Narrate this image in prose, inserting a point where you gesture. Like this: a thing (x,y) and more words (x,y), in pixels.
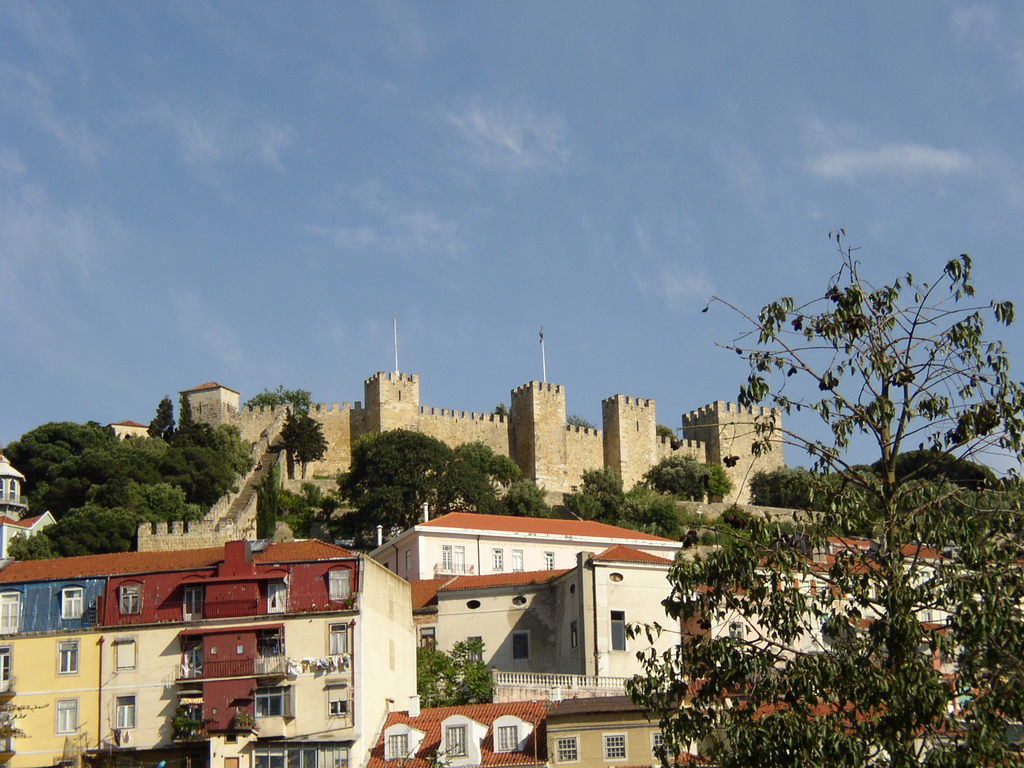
In this image there are buildings (482,581) and trees (434,494). Above the buildings (258,712) there is a fort (531,451) on the hill (394,460). At the top (423,180) there is the sky (518,200).
